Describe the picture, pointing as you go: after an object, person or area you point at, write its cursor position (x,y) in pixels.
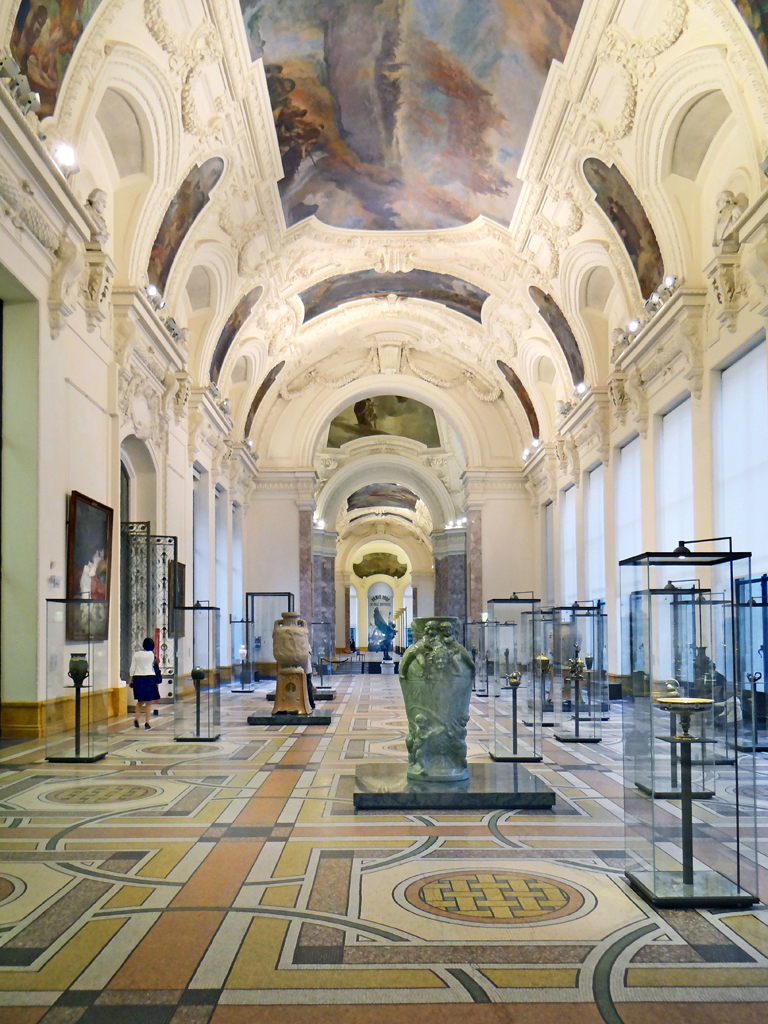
I think this picture was taken in the museum (360,471). This is the photo frame (107,560), which is attached to the wall (93,448). I can see the sculptures (249,214) on the roof (575,312). These are the historical collections (464,694), which are placed in the glass boxes (260,622). Here is a person (138,659) standing. This is the floor (290,878).
